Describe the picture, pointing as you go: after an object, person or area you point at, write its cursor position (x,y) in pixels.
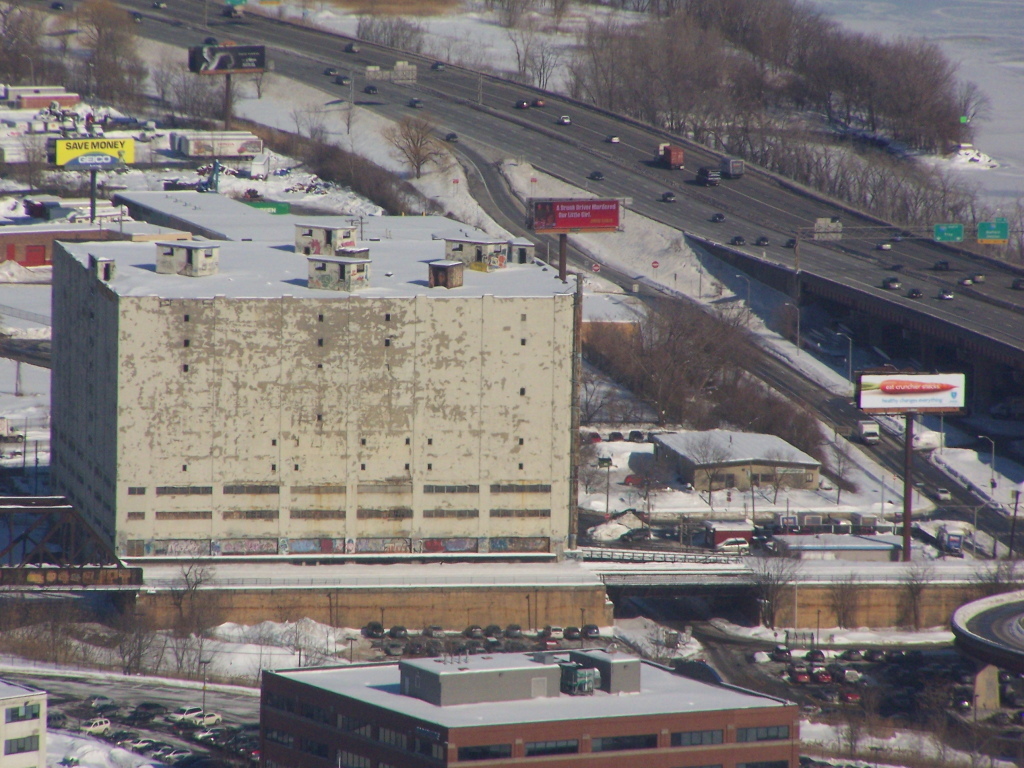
In this picture we can see buildings (237,445), trees (618,369), street lights (750,310) and there are poles (905,507) with the hoardings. There are vehicles (205,736) on the roads (619,150). On the right side of the image (992,234), it looks like a truss (870,234) and to the truss (934,237) there are boards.
